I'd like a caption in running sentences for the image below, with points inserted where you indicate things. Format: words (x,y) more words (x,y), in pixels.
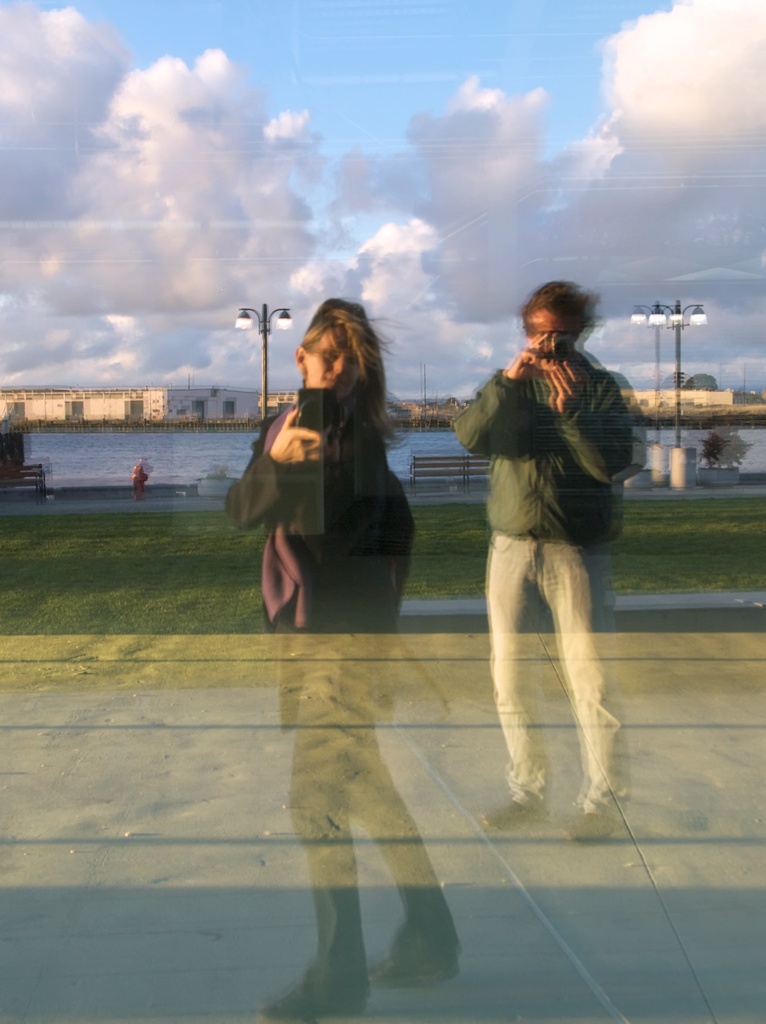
In this image we can see a woman (347,456) holding the mobile phone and standing. We can also see a man (513,574) holding the camera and standing. In the background (756,396) we can see the buildings (765,399), lights poles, benches (40,475) and also the road (751,489). We can also see the sky (309,217) with the clouds (343,280).
